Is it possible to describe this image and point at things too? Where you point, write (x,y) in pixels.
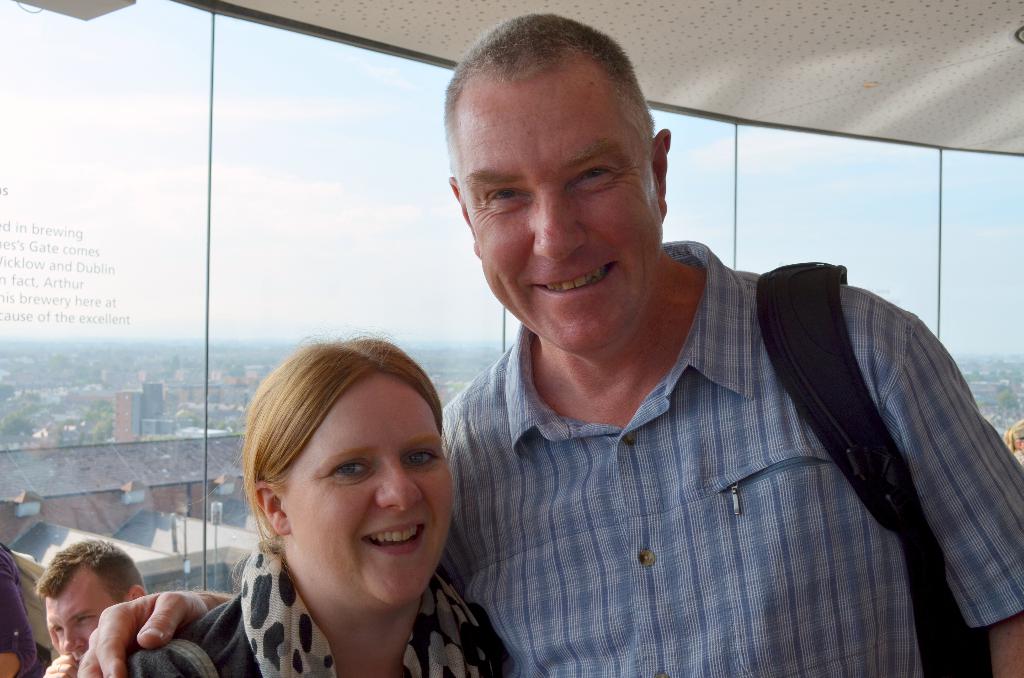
In this image, we can see two people (551,542) man (648,538) and woman (317,556). On the right side (798,293), we can see a man (887,562) wearing a backpack (859,408). On the left side (108,583), we can also see a head (112,600) of a man (54,594) and hand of another person (5,640). In the background (394,301), we can also see a glass window (404,287), outside of the glass window (221,362), we can see some buildings (55,387), trees (7,409). At the top (739,29), we can see a roof (742,34).
